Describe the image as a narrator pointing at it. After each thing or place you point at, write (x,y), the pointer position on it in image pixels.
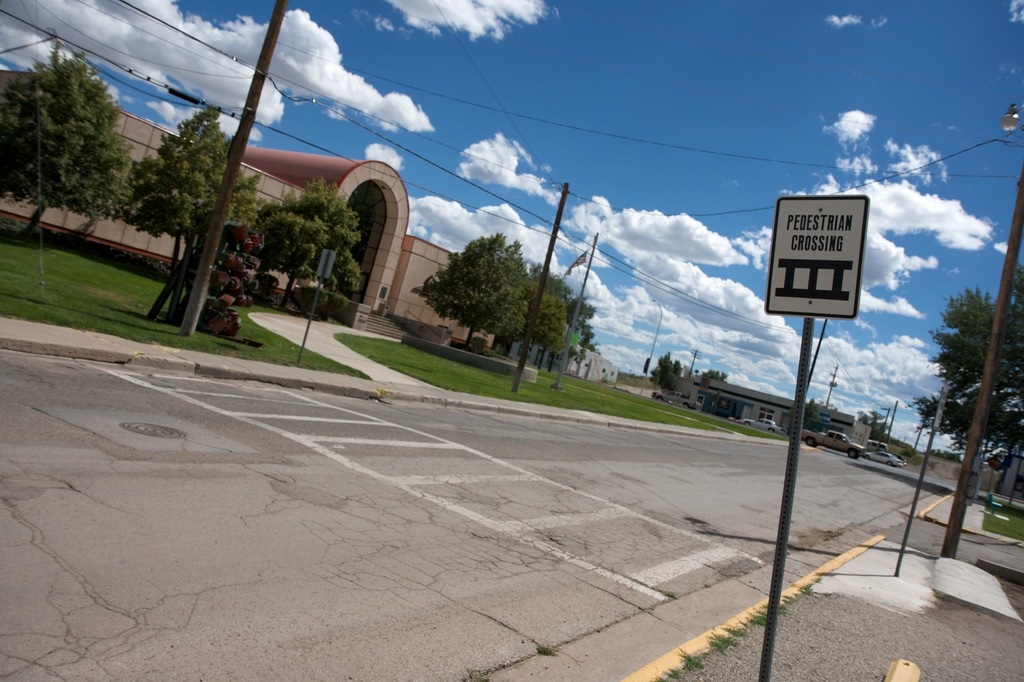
In the foreground of this image (880,637), there is a pole (795,475) on the side path (816,646) which is on the right (820,630). In the middle (573,445), there is a road (542,504) and few vehicles (834,438) moving on the road (894,468). In the background (510,325), there are buildings (403,258), trees (488,323), grass (426,361), plants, poles (554,236), cables (618,258) and the sky (686,64). On the right (976,481), there are few poles (996,366), side path (835,646) and the tree (966,348).
